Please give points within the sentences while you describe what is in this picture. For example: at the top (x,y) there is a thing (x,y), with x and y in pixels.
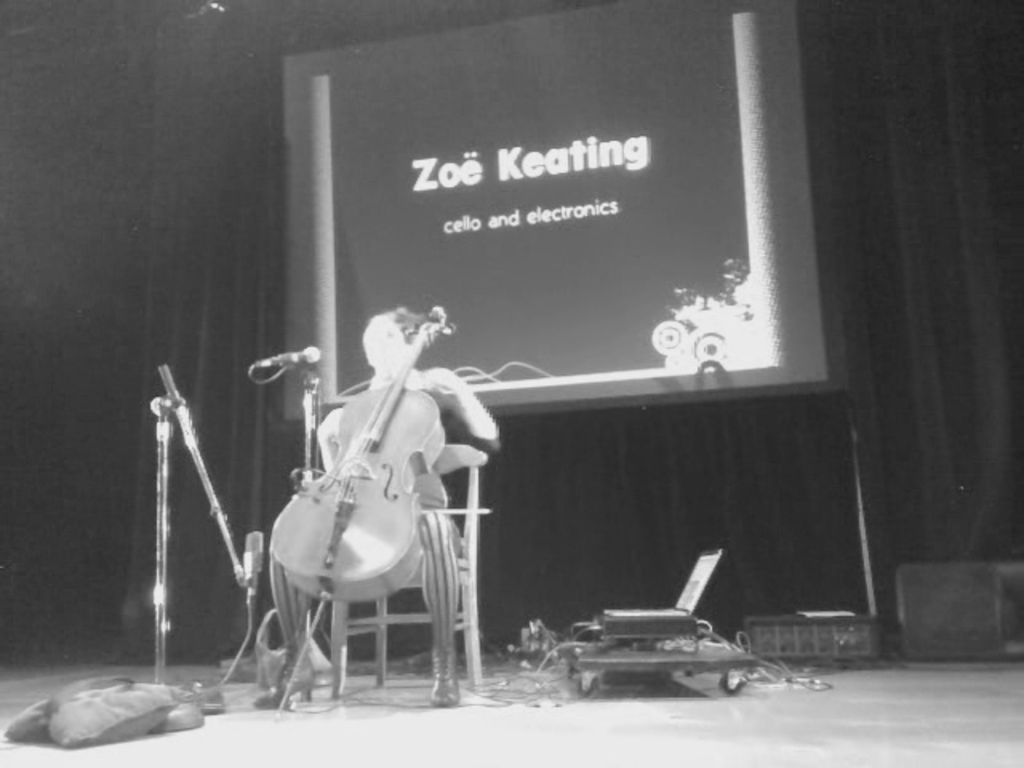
In this image I can see an old photograph (376,377) in which I can see a person (431,481) is sitting on a chair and holding a musical instrument (342,464). I can see few microphones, the curtain (197,241) and a board (605,230).
